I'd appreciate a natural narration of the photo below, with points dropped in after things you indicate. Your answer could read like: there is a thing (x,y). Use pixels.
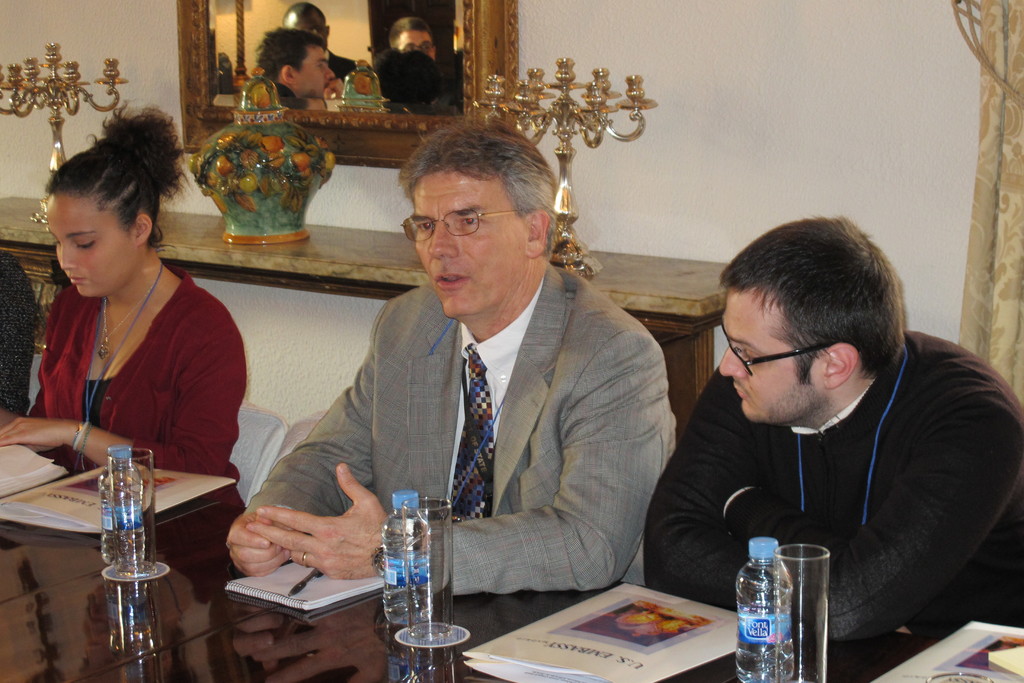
In this image there are three people (85,430) sitting on the chairs (249,447) at the table (201,595). On the table (410,649) there are books (276,586), pens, bottles (412,581) and glasses (807,621). Behind them there a wooden table (323,263). There are candle light holders (82,87) and a jar (265,195) on the cupboard (355,230). There is a mirror (456,49) hanging to the wall (555,53).
